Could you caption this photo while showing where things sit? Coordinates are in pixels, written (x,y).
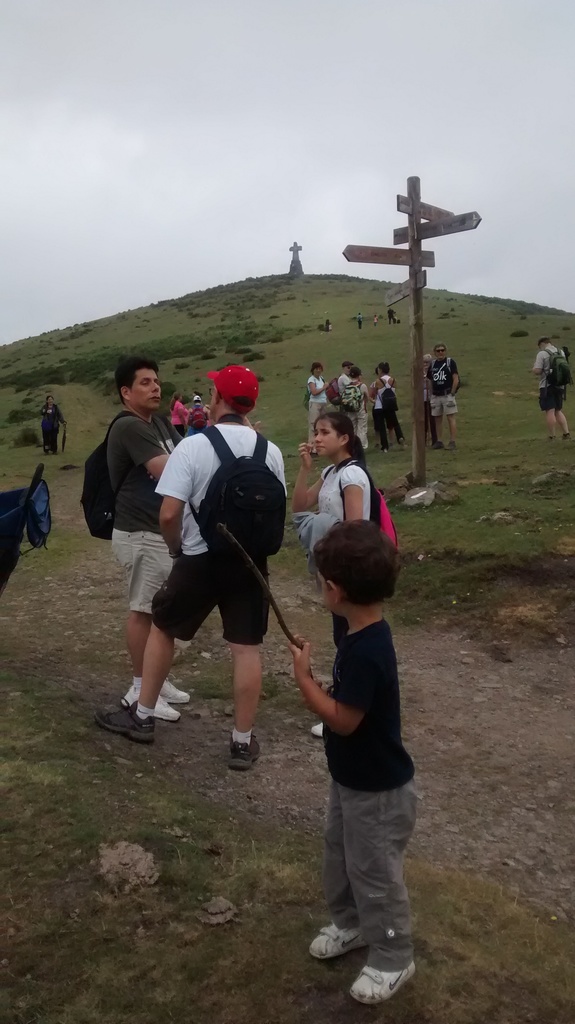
In this picture I can see group of people (161,398) standing, there are direction boards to a pole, there is a holy cross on the hill (57,344), and in the background (219,142) there is the sky (212,208).
